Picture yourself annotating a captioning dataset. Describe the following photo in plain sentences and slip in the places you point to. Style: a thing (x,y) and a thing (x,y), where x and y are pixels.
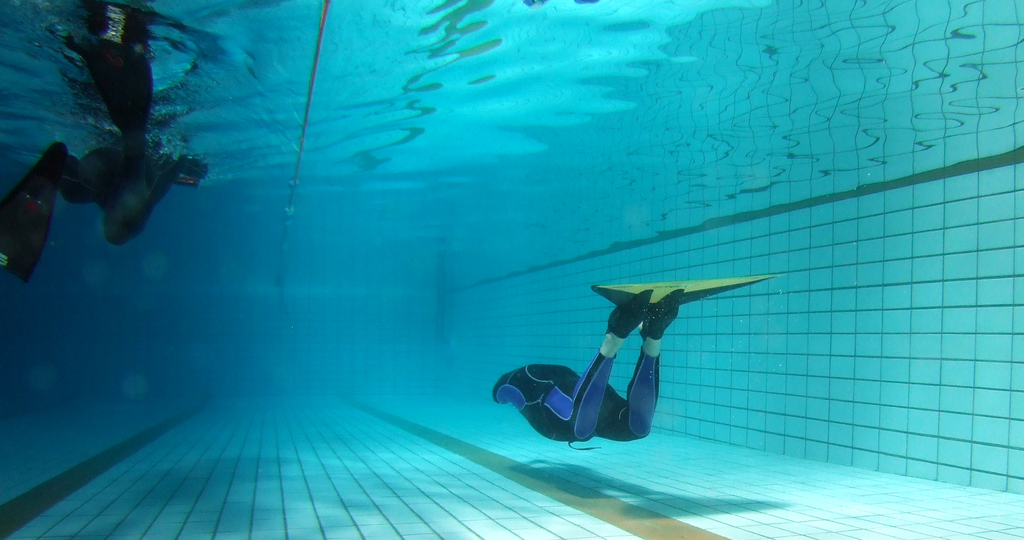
In this image there are two people (602,287) swimming in the pool (462,312). There is a rope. On the right side of the image (829,239) there is a tile wall (853,280).
